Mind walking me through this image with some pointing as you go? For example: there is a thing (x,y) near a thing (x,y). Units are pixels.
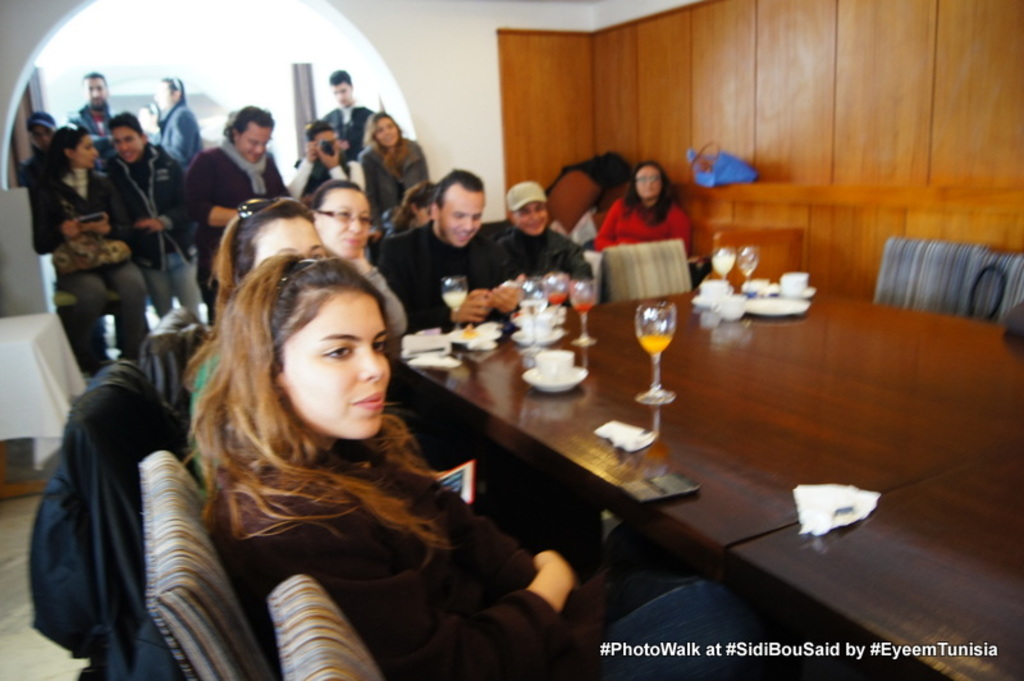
Here there is a dining table (869,573) and a woman (378,326) is sitting along with her friends (403,288). There is a wine glass (656,359) at here cup tea (583,375) and cups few people (261,164) are standing at here and the right side of an image (705,139) there is a wall (798,134).
